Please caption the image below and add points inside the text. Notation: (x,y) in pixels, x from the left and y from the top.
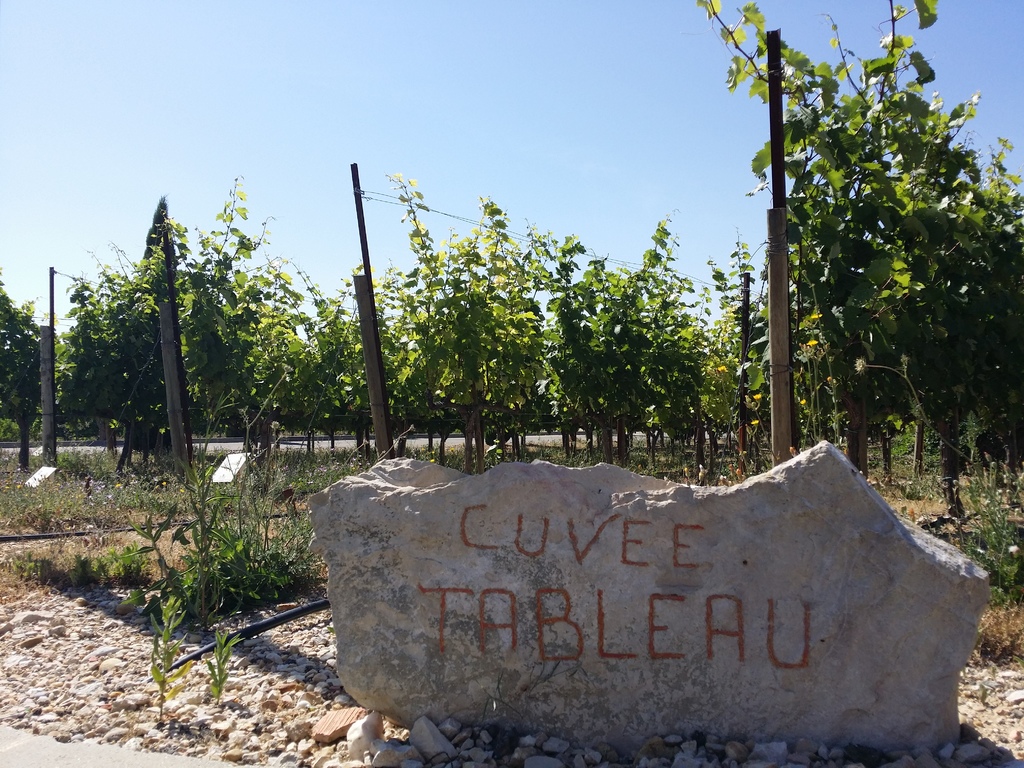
In this image there are trees (632,313), Plant (239,572), Road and a stone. And there are sticks (378,355) which are tied. And at the top (436,77) there is a sky (378,140).
